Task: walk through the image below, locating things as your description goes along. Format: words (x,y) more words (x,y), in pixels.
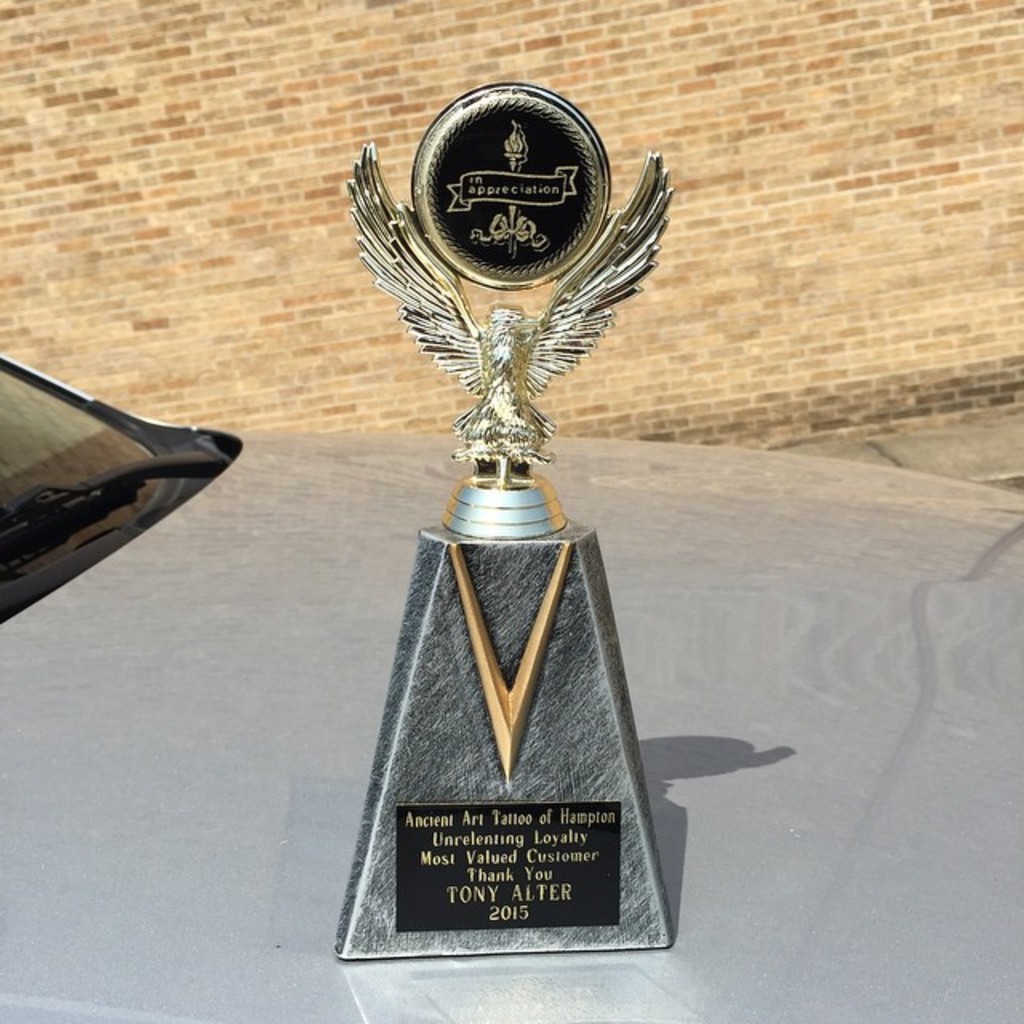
In this picture there is an object (508,452) on the vehicle (1000,752). There is text (508,837) and it looks like a sculpture (531,386) of a bird (605,251) on the object (470,808). At the back (233,57) there is a wall (593,99). At the bottom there is a vehicle (1016,774).
